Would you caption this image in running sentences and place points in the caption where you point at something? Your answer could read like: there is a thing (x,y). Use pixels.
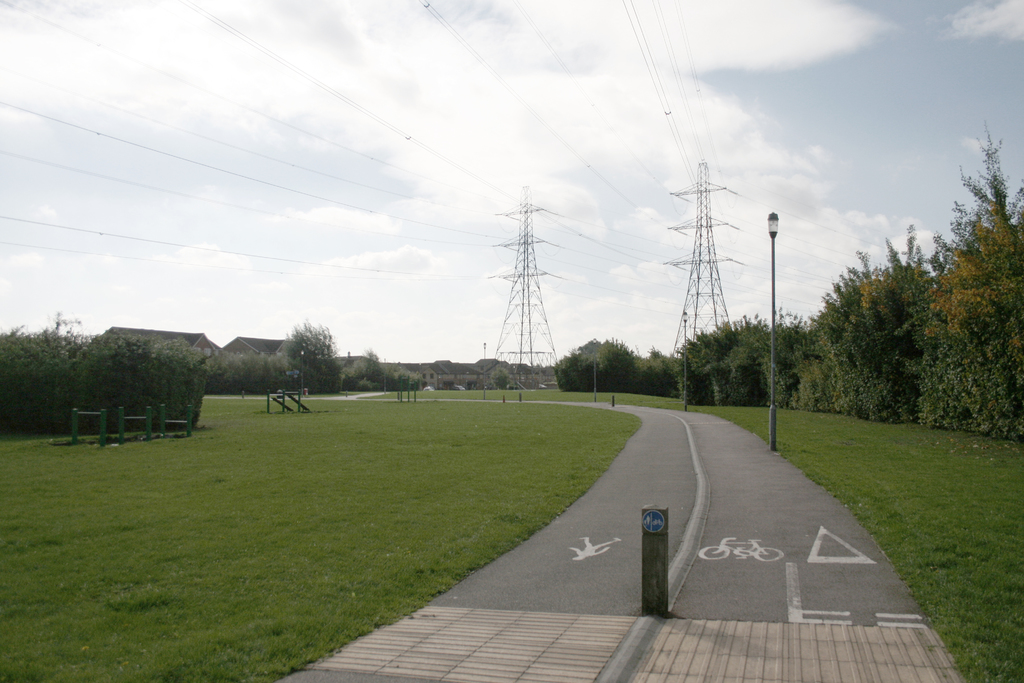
In this image I can see the road (739,455), background (703,356) I can see the trees (1015,435) in green color, few light poles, towers (679,227), few houses (257,347) and the sky (482,204) is in white and gray color.
